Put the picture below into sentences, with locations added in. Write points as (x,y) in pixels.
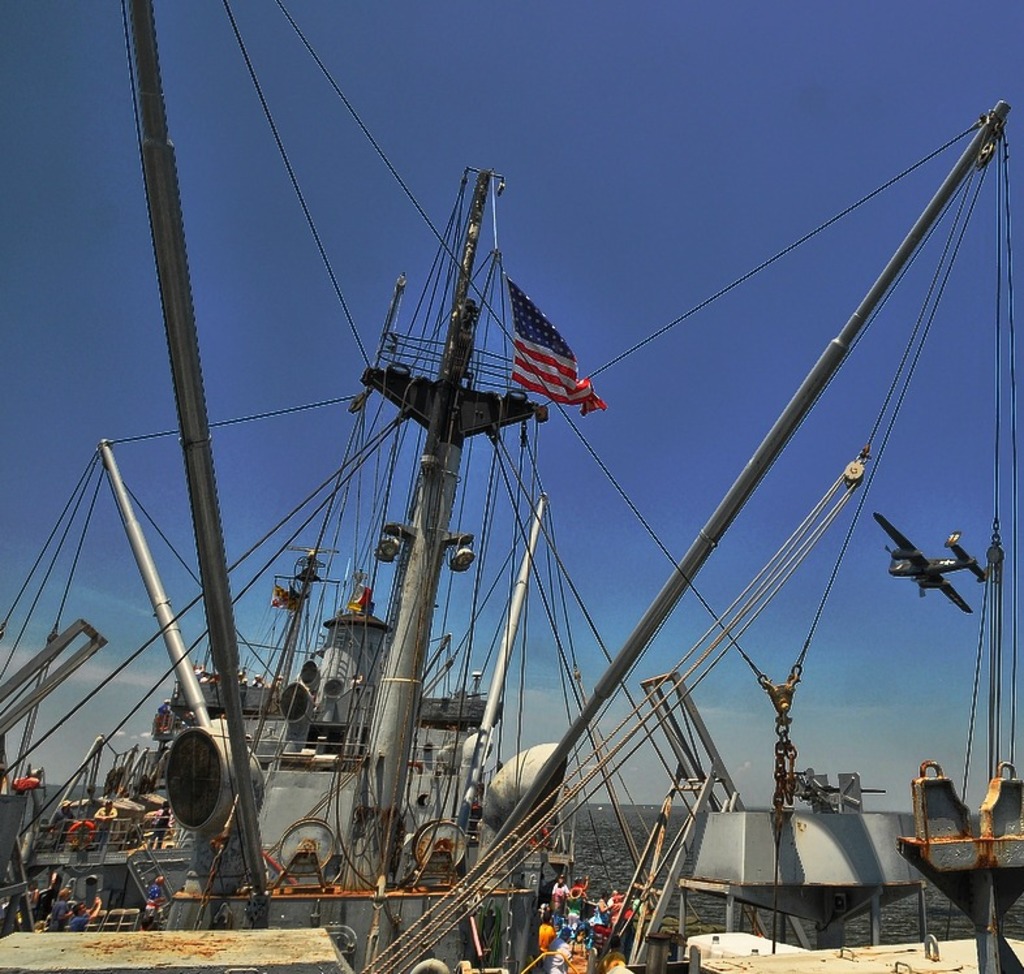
In the picture we can see the ship (774,894) with some poles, wires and a flag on it and in the background (493,350) we can see the sky (821,734).
